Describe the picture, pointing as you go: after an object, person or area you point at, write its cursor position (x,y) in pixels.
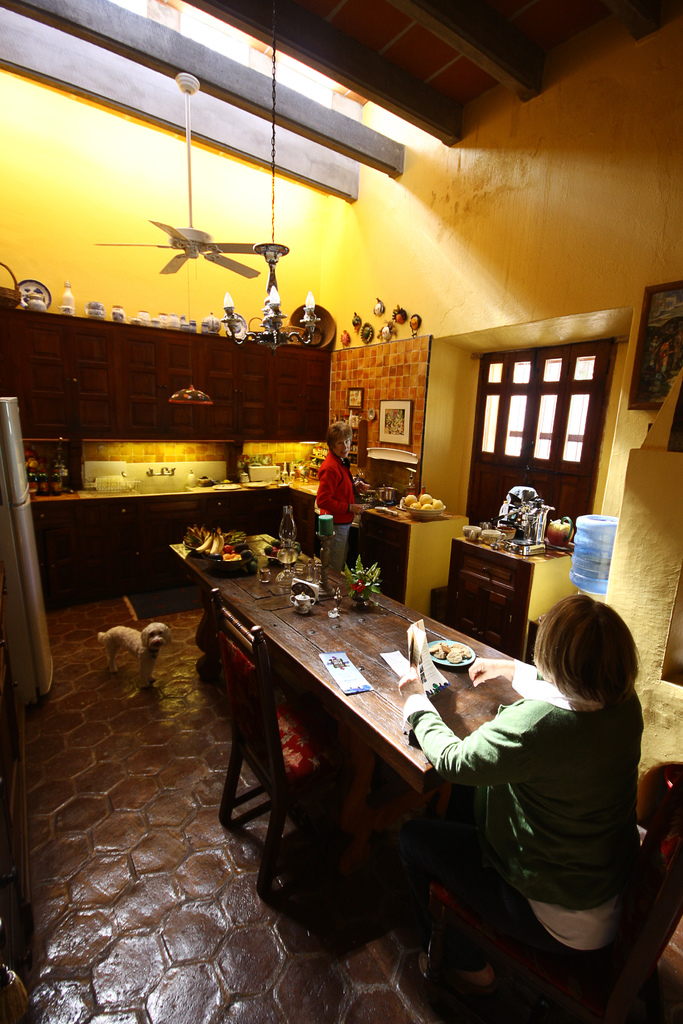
In this picture we can see two persons (350,464) where one is standing holding cup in hand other is sitting on chair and in front of them there is table (378,645) and on table (375,674) we can see plate (448,648) with some food item (458,648), tea pot (302,607), bottle (281,577) and aside to this table (216,652) there is dog (167,638) and in background (180,469) we can see wall (357,383), sink (167,489), refrigerator (4,493), window (492,383), fruits (214,538), water can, fan (214,251).
